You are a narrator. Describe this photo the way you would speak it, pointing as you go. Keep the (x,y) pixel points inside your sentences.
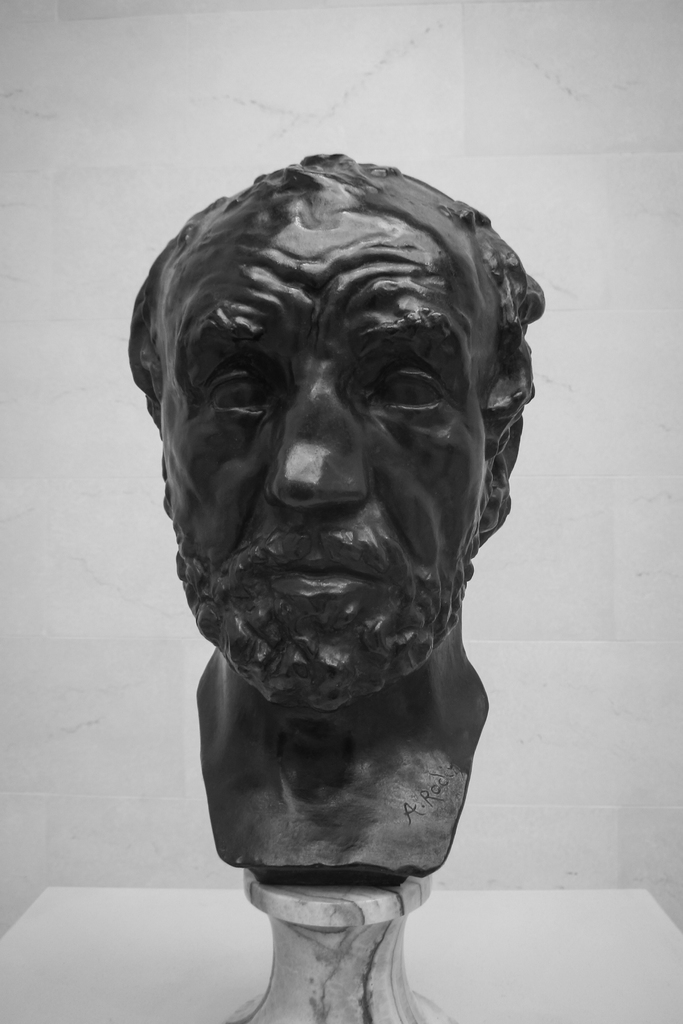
In this image I can see the statue (398,567) of the person face (420,381) in black color. Background (599,693) is in white color.
